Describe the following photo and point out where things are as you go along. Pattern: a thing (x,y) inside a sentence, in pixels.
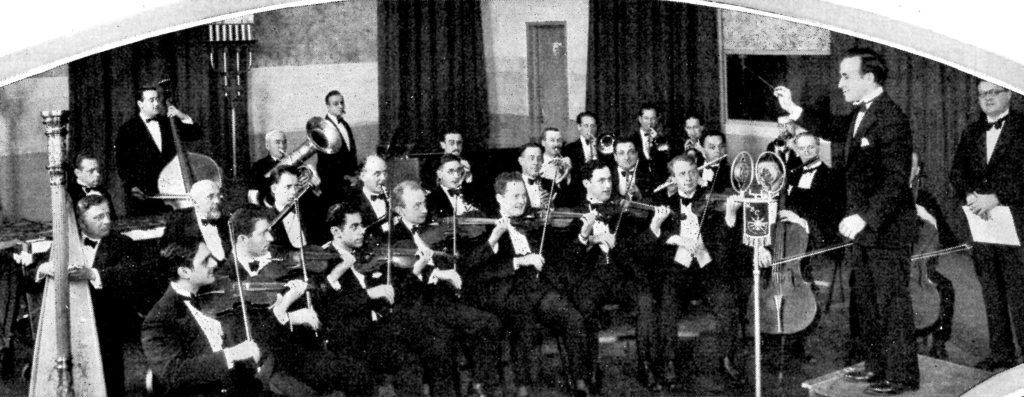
In the picture we can see a group of people (522,336) sitting on the chairs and playing the musical instruments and they are in blazers (726,163), ties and shirts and in front of them we can see a man (896,345) giving training to them and behind them we can see few people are standing with musical instruments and in the background (547,113) we can see a wall (575,53) with some curtains (595,103) and a door (563,116) to it.
